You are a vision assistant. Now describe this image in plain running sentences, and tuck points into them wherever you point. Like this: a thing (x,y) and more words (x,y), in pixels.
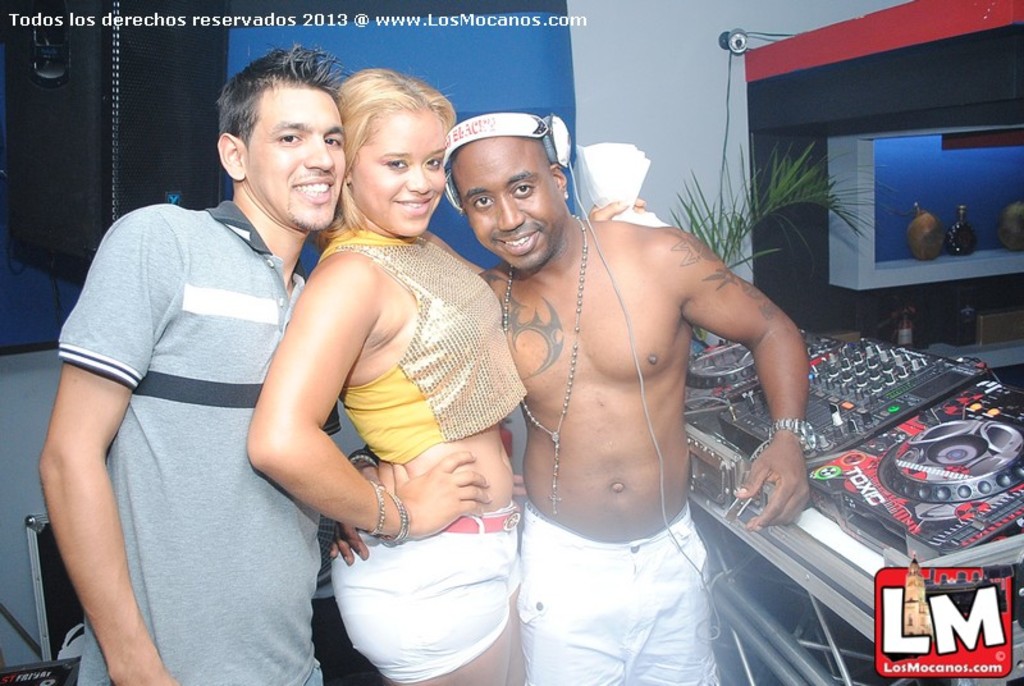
In this picture there is a man (605,248) who is wearing headphones (529,123) and white short (656,630). Beside him there is a woman (440,352) who is wearing yellow top (420,375) and white short (466,580). Beside her there is a man (173,436) who is wearing a t-shirt (164,560). They are standing near to the DJ (881,456) and amplifier (830,414) which are kept on the table (771,534). In the bottom left corner (29,672) I can see some boards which are placed on the wall (10,539). In the top right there is a CCTV camera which is placed near to the red wall (776,62). On the right (1000,262) I can see the bottles (930,232) and other objects (1003,328) on the shelf (990,252). In the bottom right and the top left (227,23) I can see the watermarks (927,599).
